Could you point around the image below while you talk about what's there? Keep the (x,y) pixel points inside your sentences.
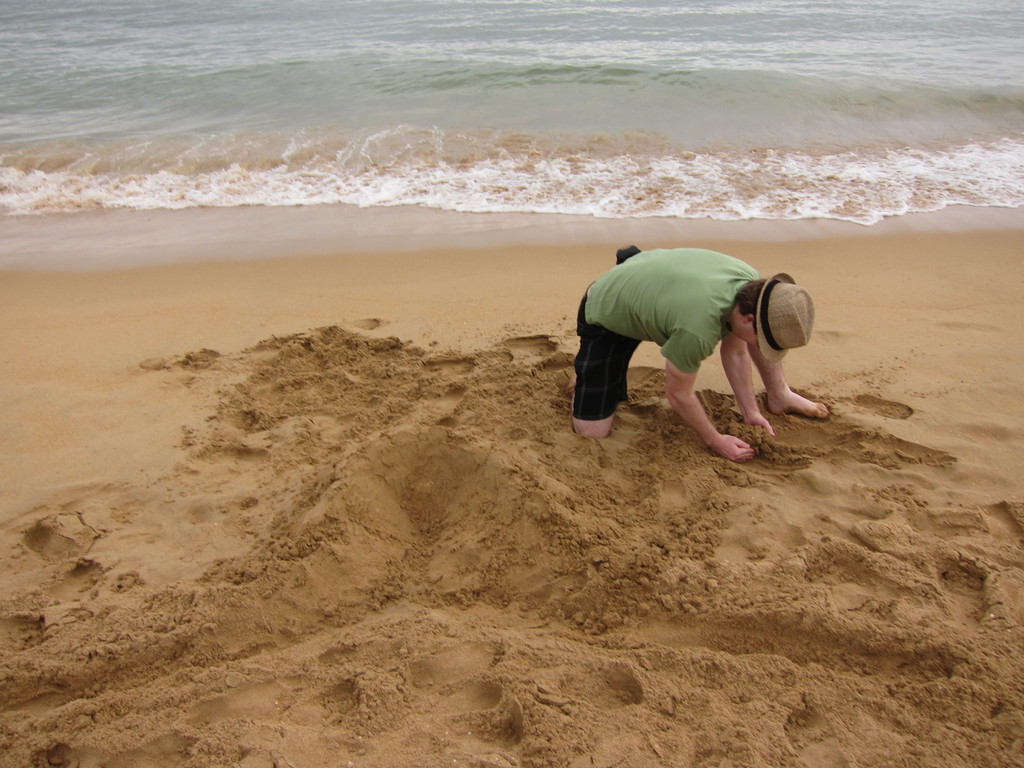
This picture is clicked outside the city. In the foreground (525,522) we can see the mud (807,474) and there is a person (638,280) wearing hat (779,318) and squatting on the ground (790,475). In the background (68,212) we can see a water body (590,132) and a shore line (479,188).
